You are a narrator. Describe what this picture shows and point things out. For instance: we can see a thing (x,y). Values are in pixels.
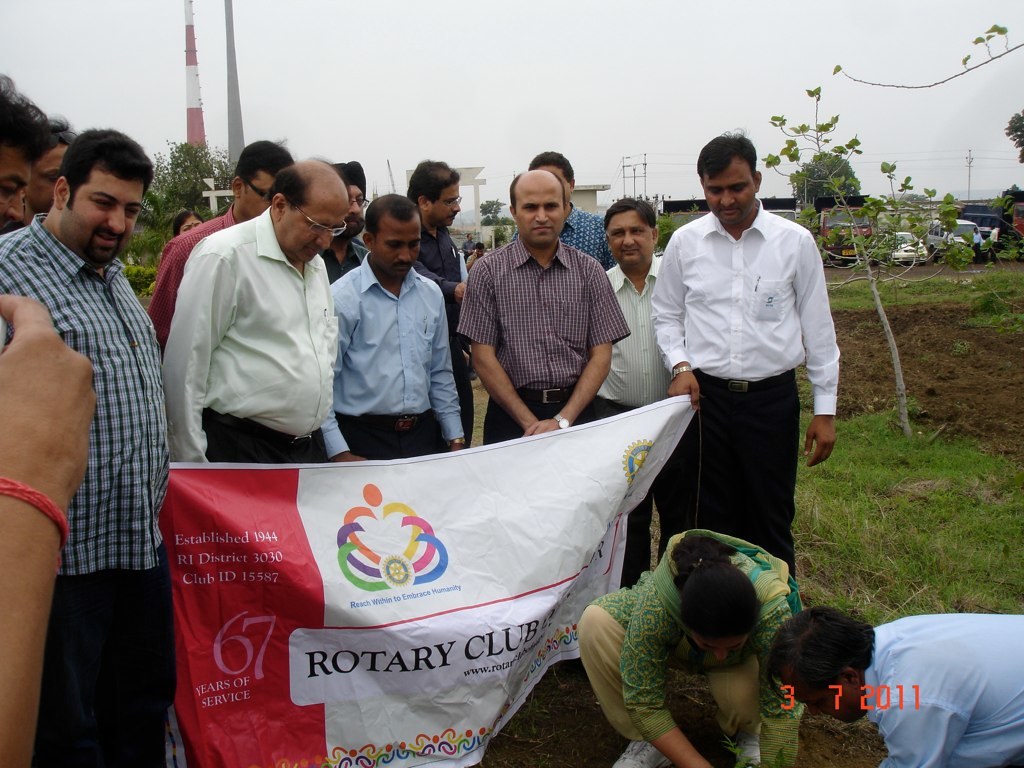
On the right (778,689) we can see a man (980,665) and a woman (735,648) is in squat position on the ground (817,571). There are few men (186,300) standing and two men (159,482) are holding banner (347,672) in their hands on the ground (911,613). In the background (402,4) there are trees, arch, wall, poles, electric wires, towers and sky (561,60).
